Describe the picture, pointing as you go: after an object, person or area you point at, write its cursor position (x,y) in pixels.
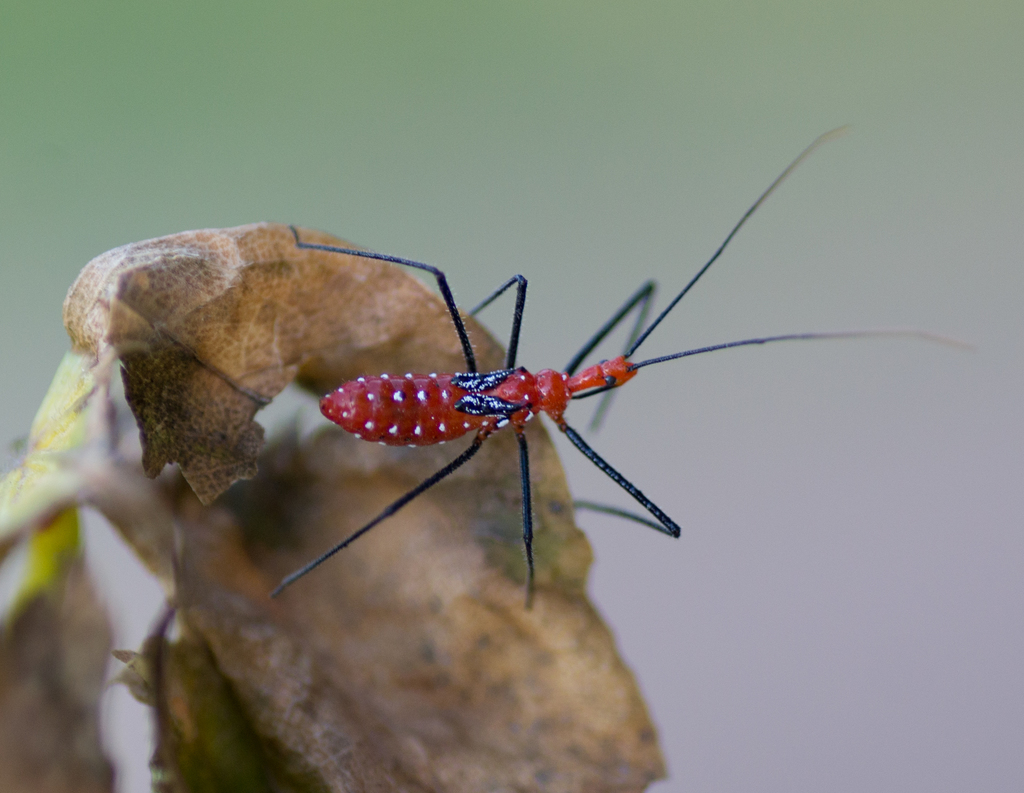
In the center of the image (344,421) we can see an insect (526,556) is present on a dry leaf (303,551). In the background (739,437), the image is blur.
